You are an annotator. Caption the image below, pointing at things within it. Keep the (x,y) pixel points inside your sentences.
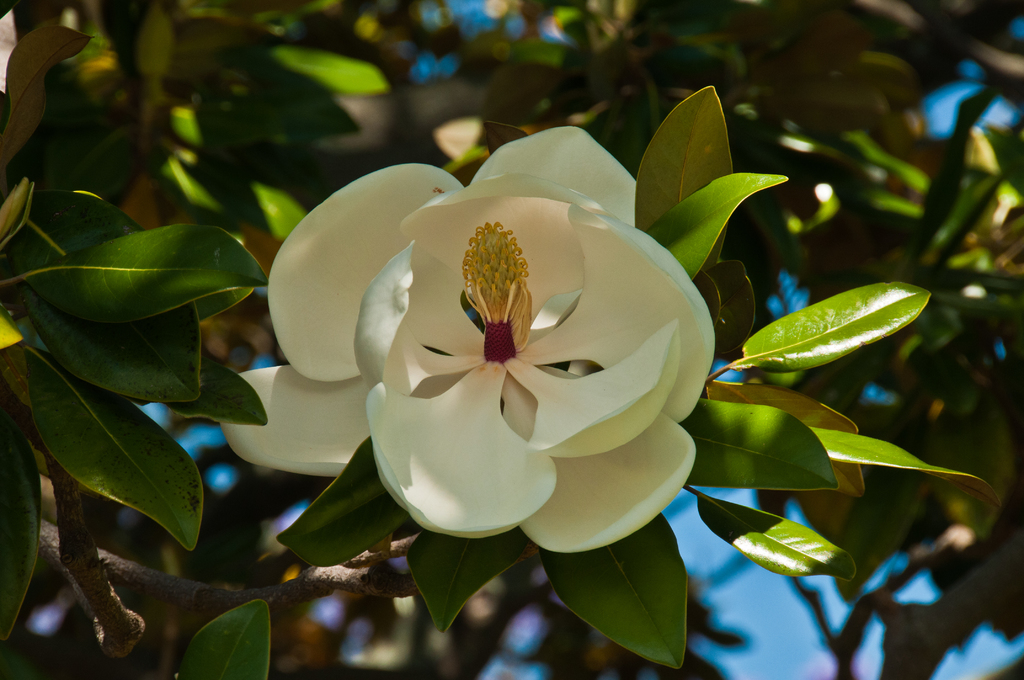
In this picture we can see a flower (635,483) and many leaves (632,576) on a plant (632,576).
